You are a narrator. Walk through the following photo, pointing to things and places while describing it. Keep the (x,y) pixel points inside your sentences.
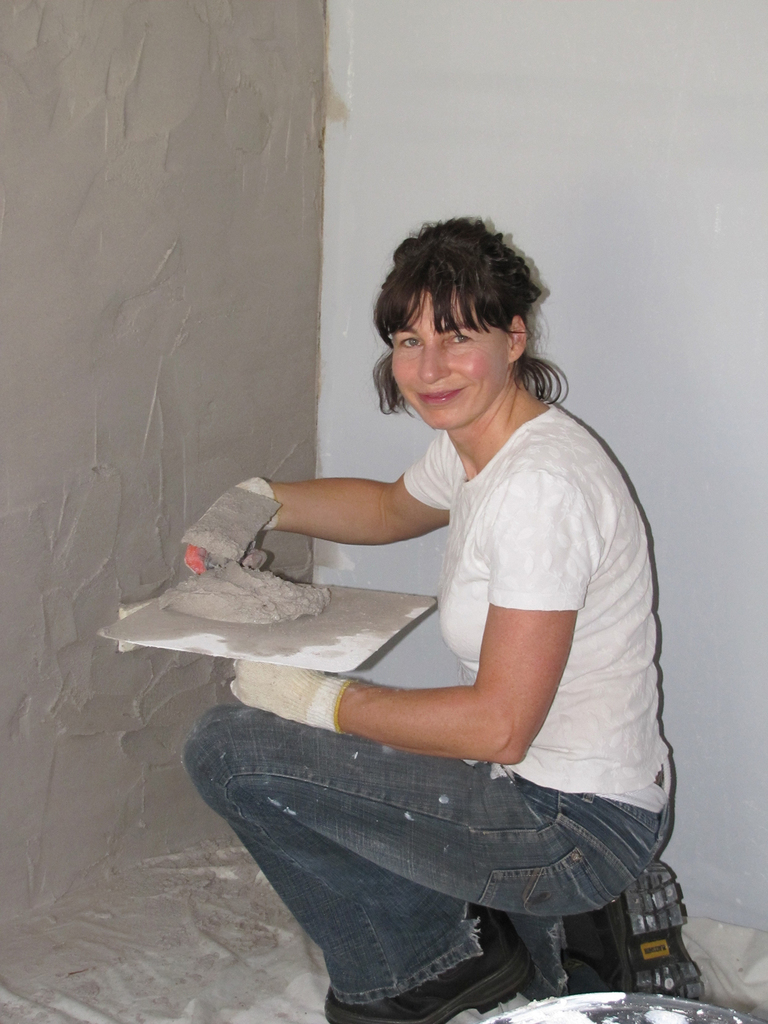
In this picture we can see a woman (531,575) wearing white t-shirt (532,609), sitting in the front (544,789) and holding the plaster (310,597) in the hand (246,686). Behind we can see the plaster wall (63,591).
